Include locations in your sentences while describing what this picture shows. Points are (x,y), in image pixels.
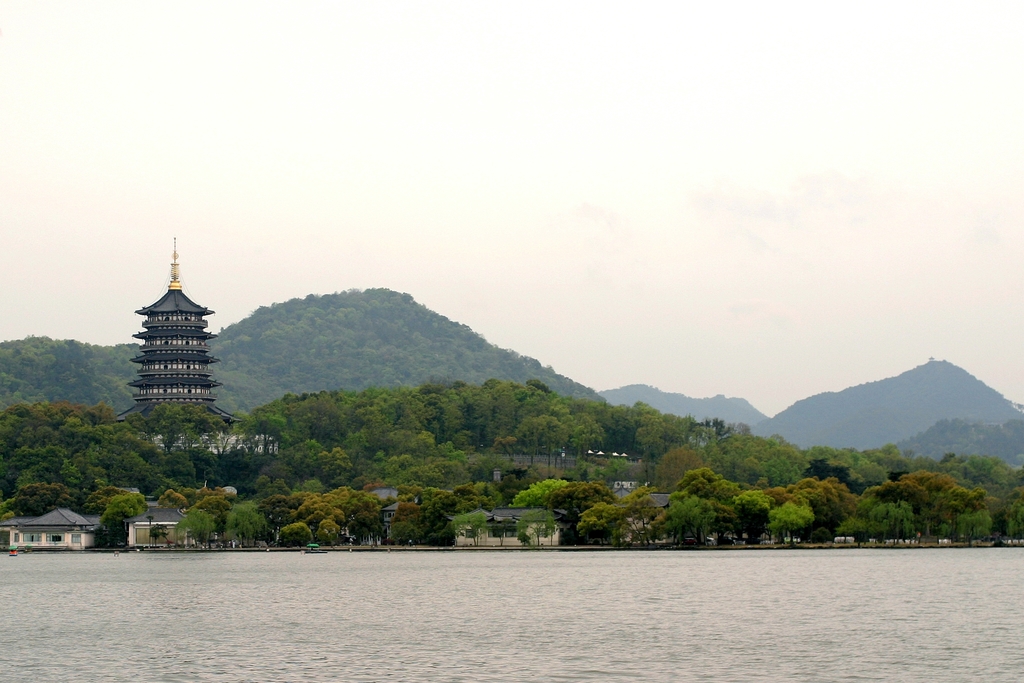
In this image we can see the lake (111,562), mountains (763,416), some houses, it looks like a temple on the left side of the image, some objects (256,542) on the ground (816,544), two objects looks like boats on the lake (857,553), one object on the lake (888,550), some trees (594,530) and grass (839,544) on the ground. At the top (892,223) there is the sky (890,225).
